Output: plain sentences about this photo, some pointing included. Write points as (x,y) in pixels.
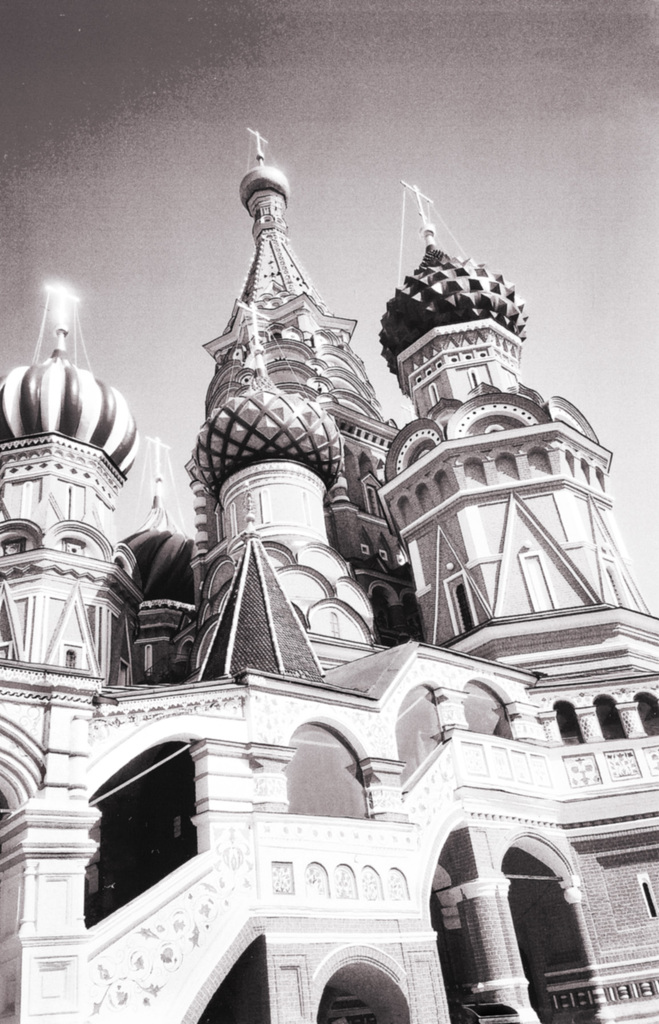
In this image there is a building (456,895). In the background (351,80) there is sky (165,135).
